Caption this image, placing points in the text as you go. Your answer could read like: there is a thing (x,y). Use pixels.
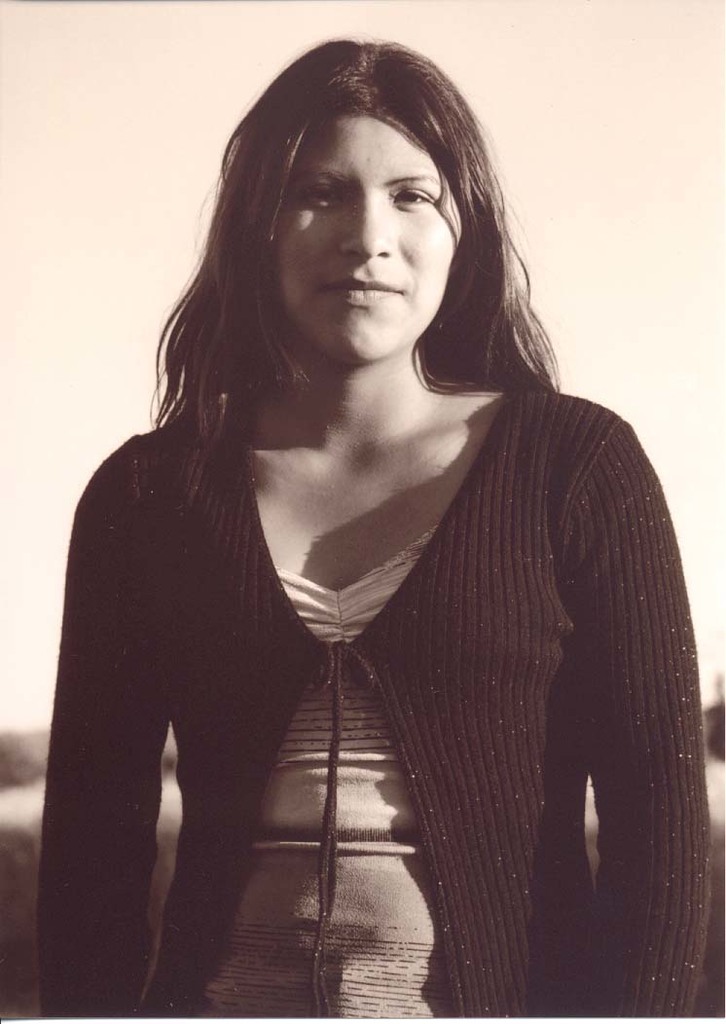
It is a black and white picture. In this image, we can see a woman (333,472) is watching and smiling. Background (691,258) there is a blur view.
